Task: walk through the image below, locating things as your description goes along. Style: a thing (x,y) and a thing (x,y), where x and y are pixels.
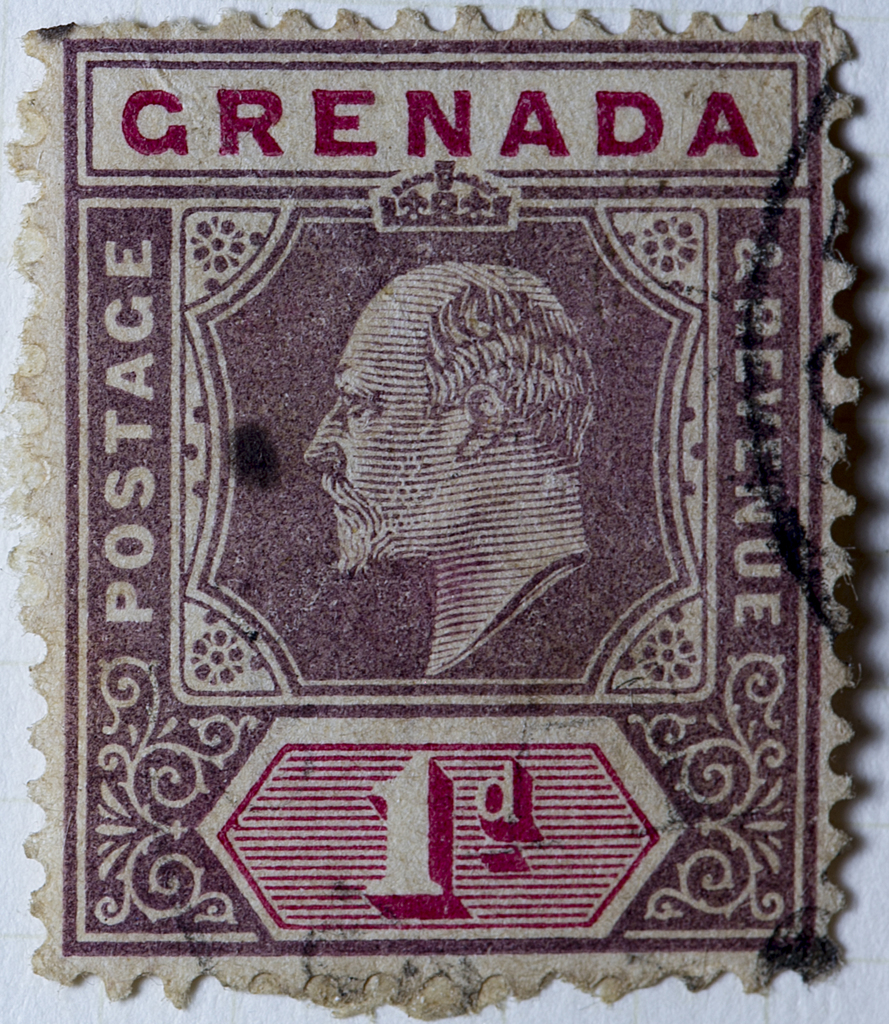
In this image I can see a stamp sticker (819,306) and on it I can see something is written in red colour.
